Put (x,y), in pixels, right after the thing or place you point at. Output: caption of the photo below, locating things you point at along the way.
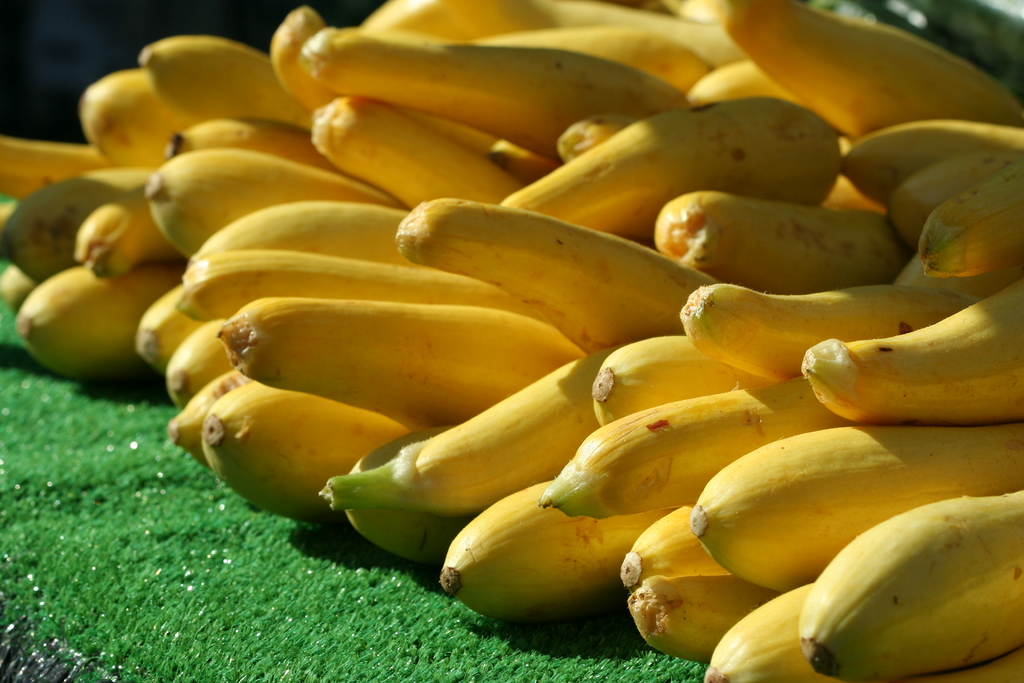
In this image in the center (500,242) there are fruits (533,251) and there's grass (148,567) on the ground (168,562).
